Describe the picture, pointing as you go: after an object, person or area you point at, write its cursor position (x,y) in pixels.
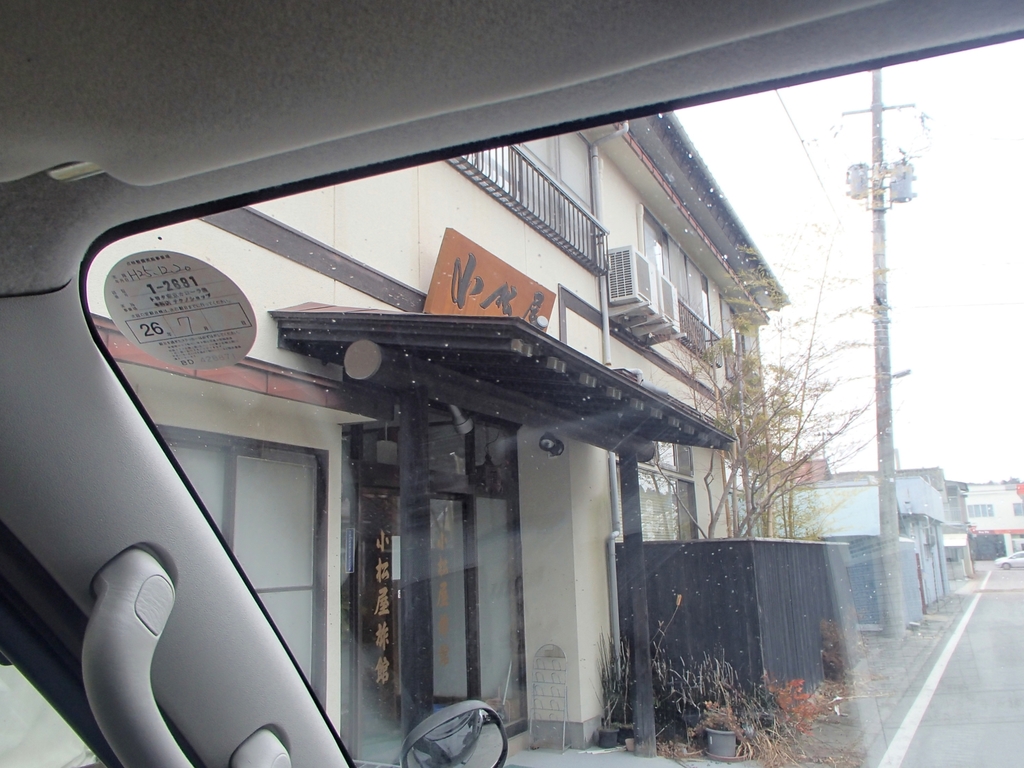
In this image we can see the inside part of the car (327,762), there is a handle (148,700), a side mirror (464,724) and a sticker (190,317) is pasted on the glass (233,276) with some text (202,299) and numbers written on it. In front of the car (191,337) we can see some houses (923,544), there is a board (492,301) with some text (500,295) written on it, we can also see, plants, tree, bushes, a car (1004,558), an electrical pole (878,443), there is an AC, we can also see the door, a pipe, and the sky (844,204).
